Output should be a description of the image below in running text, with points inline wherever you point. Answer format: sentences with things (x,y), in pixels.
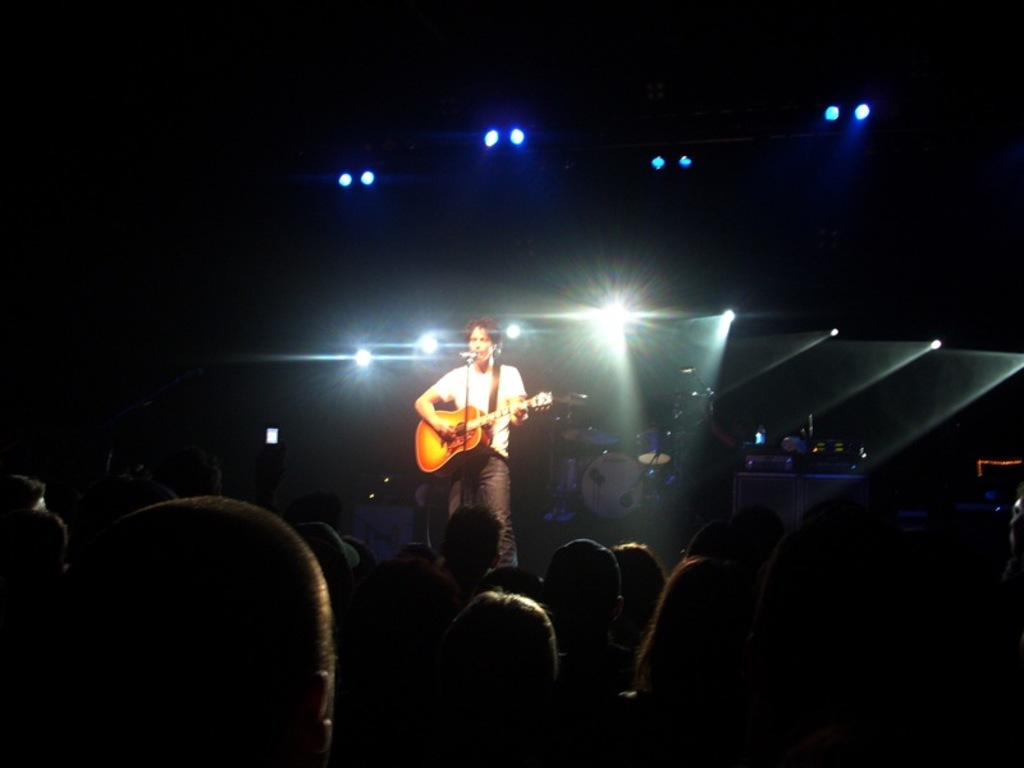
The person (479,394) wearing white shirt (473,400) is playing guitar (475,411) and singing in front of the mike (470,373) and there are drums (569,437) behind him and there are group of people (435,631) in front of him.
